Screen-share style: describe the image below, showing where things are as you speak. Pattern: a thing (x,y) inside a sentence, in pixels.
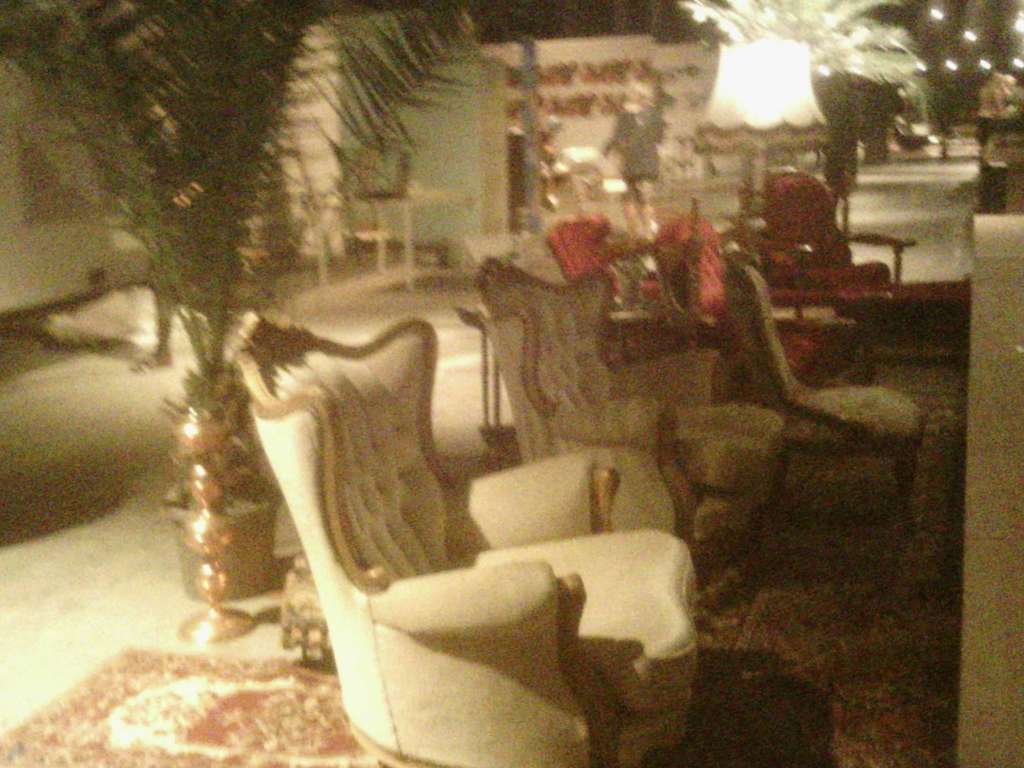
In this picture, we see sofa chairs (600,466). Beside that, we see a lamp (773,112) and a flower pot (264,522). At the bottom of the picture (203,703), we see a carpet (257,692). There is a table (403,253) and a wall (456,159) in green color is in the background (421,153). On the right side (877,29), we see trees (949,76) and street lights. This picture is clicked in the dark. This picture is blurred.
